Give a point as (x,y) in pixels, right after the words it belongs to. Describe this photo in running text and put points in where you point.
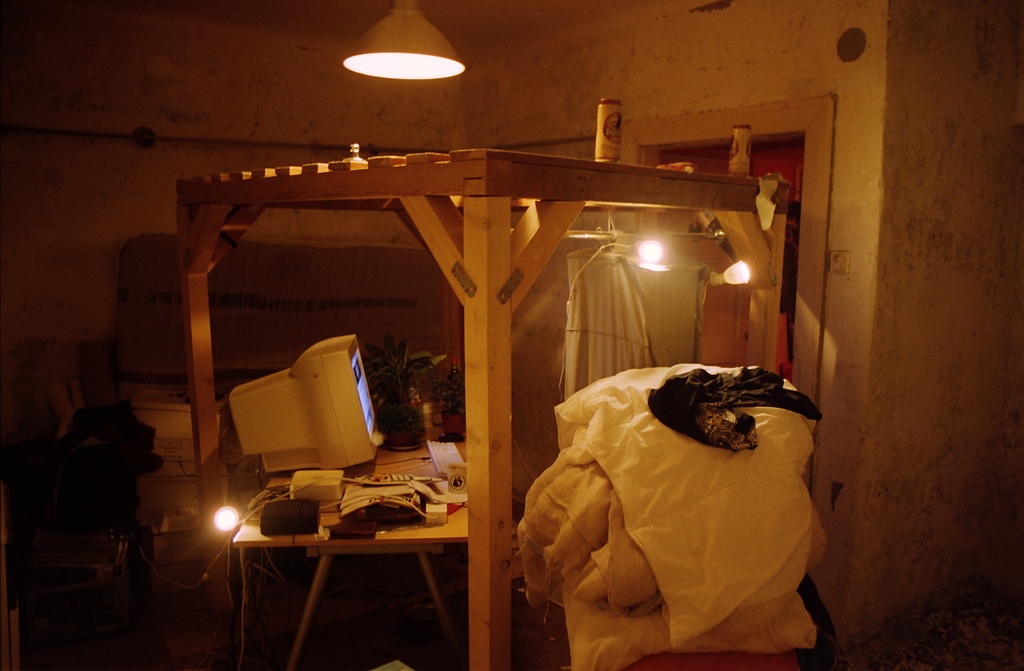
In this image there is a wall (462,83), there is a light (401,73) truncated towards the top of the image (398,36), there are objects (740,148) on the wooden surface (349,194), there are lights (644,248), there is a table (419,465), there are objects (371,512) on the table (409,453), there is a monitor (325,433) on the table (382,469), there are objects (143,472) on the surface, there are objects (29,522) truncated towards the left of the image (18,561), there is a wall (932,254) truncated towards the right of the image (958,241), there are clothes (666,419), there are plants (401,369).
